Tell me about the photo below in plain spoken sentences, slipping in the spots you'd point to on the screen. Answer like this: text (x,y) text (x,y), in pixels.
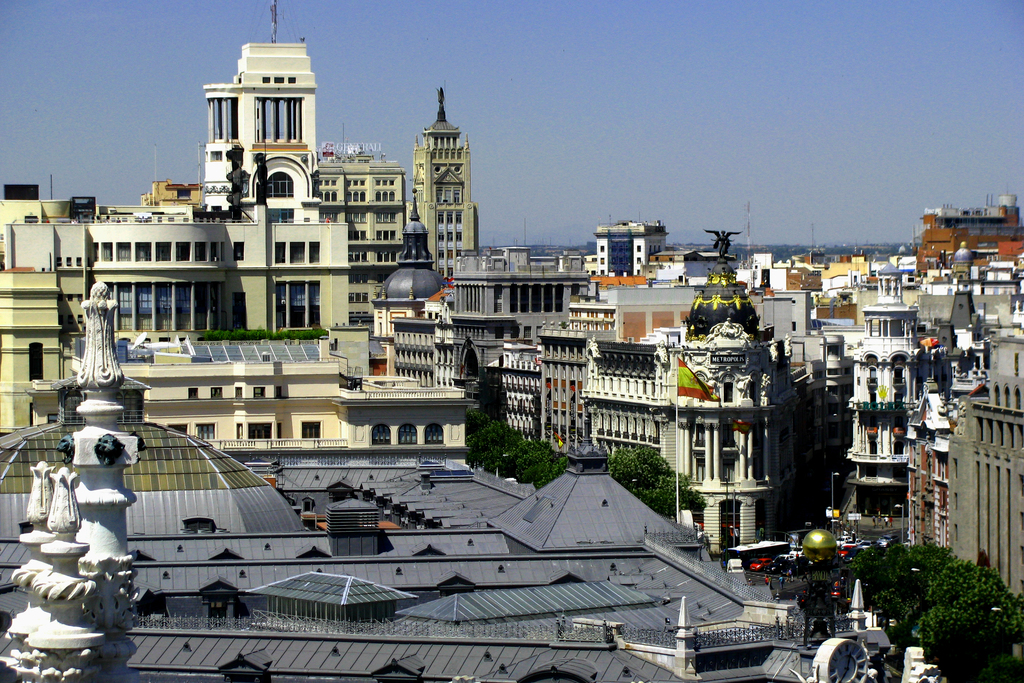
In this picture, we can see a few buildings (383,492), trees (900,575), a few people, road (865,528), poles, and the sky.
